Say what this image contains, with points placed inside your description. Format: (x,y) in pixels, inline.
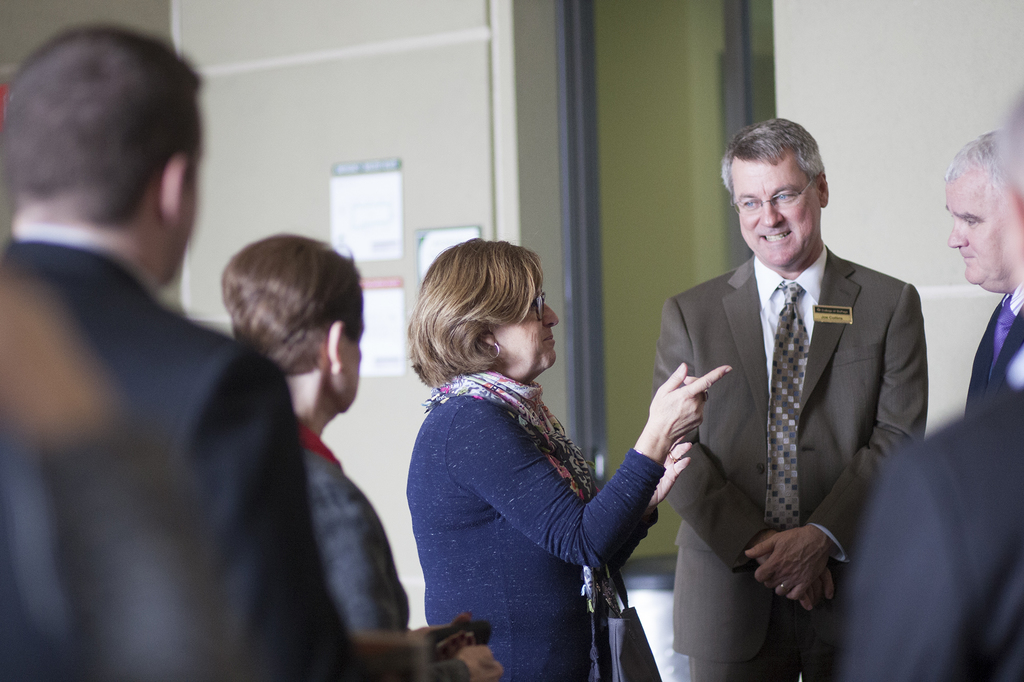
In this image we can see a few people (507,491) standing, among them one person (487,451) is carrying the bag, background (322,186) it looks a building (600,107) with some posters (395,288).
